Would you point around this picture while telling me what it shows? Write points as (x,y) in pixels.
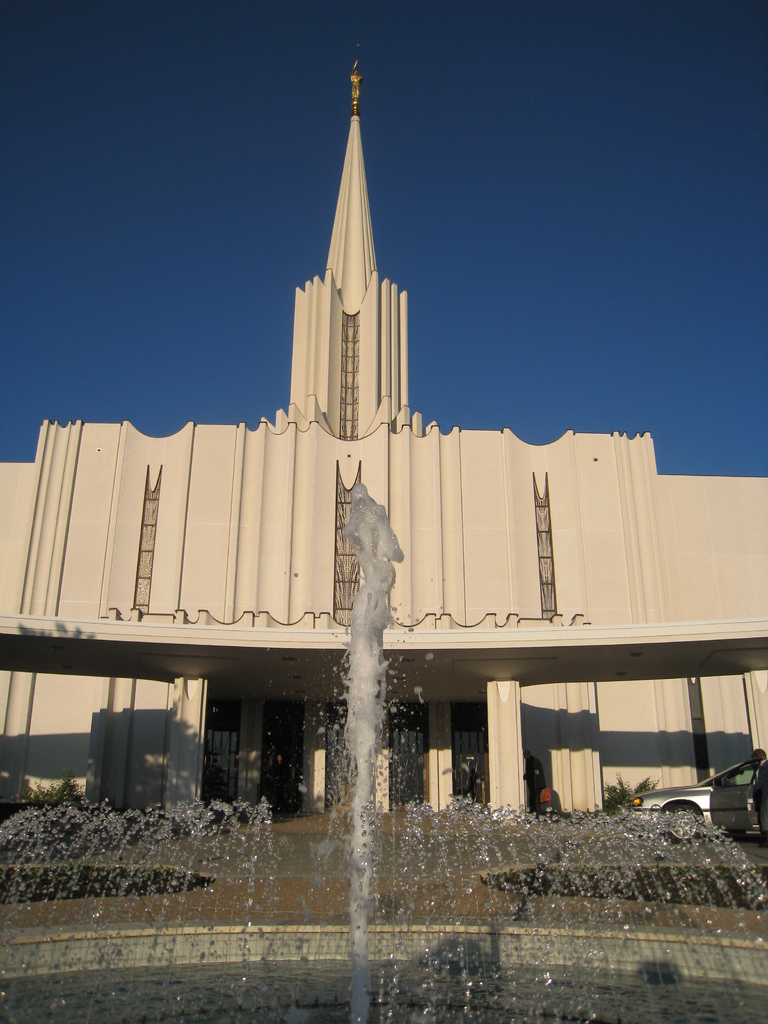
In the picture I can see a building (388,791), a car (716,813), a person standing on the ground (737,840), water fountain (732,838), plants (686,884) and some other objects (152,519). In the background (324,156) I can see the sky (401,131).
